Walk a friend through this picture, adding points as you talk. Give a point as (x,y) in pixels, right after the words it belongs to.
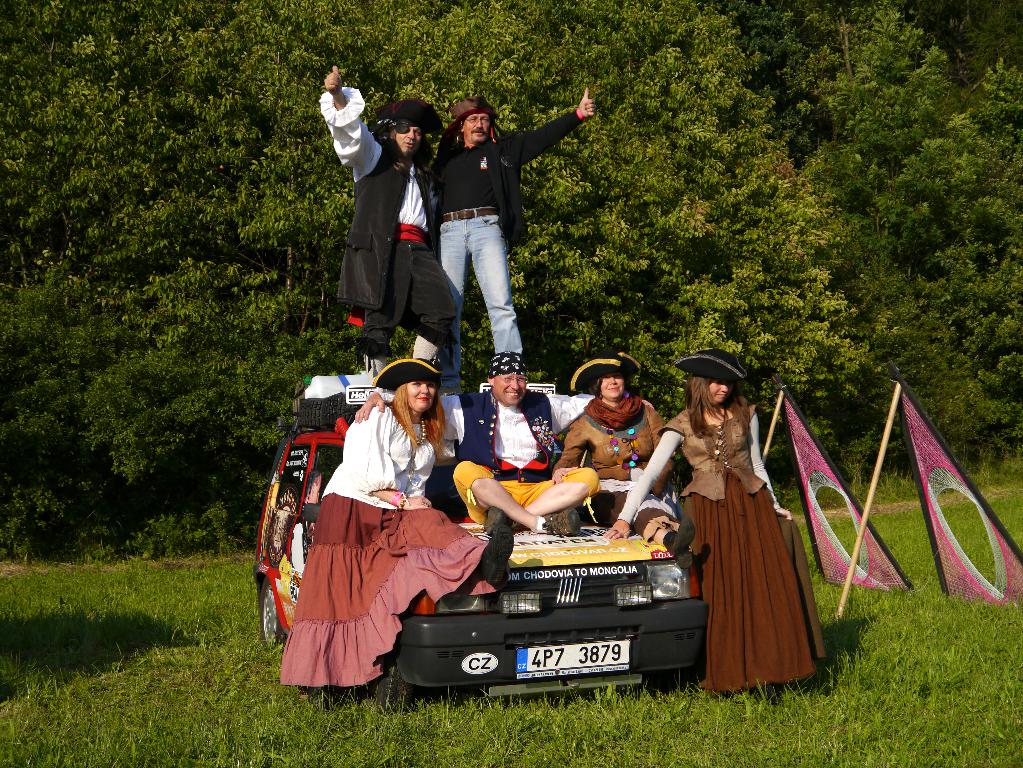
In this picture I can see few people (494,304) are on the car (451,484) and which is placed on the grass (541,734), behind there are some trees (132,259).
